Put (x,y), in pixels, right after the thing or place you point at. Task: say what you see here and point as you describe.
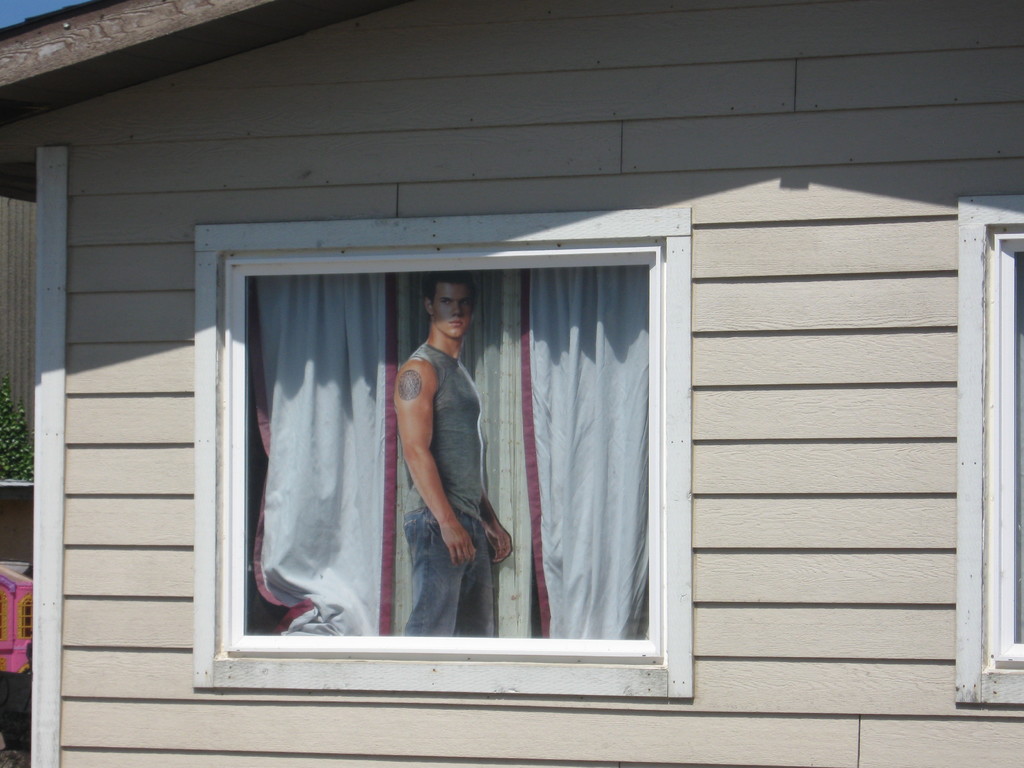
In this image, we can see a shelter house (99,593). There is a person cut out (449,429) and curtain (564,429) behind the window (513,521) which is in the middle of the image (679,265). There is an another window (988,479) on the right side of the image (999,486).
